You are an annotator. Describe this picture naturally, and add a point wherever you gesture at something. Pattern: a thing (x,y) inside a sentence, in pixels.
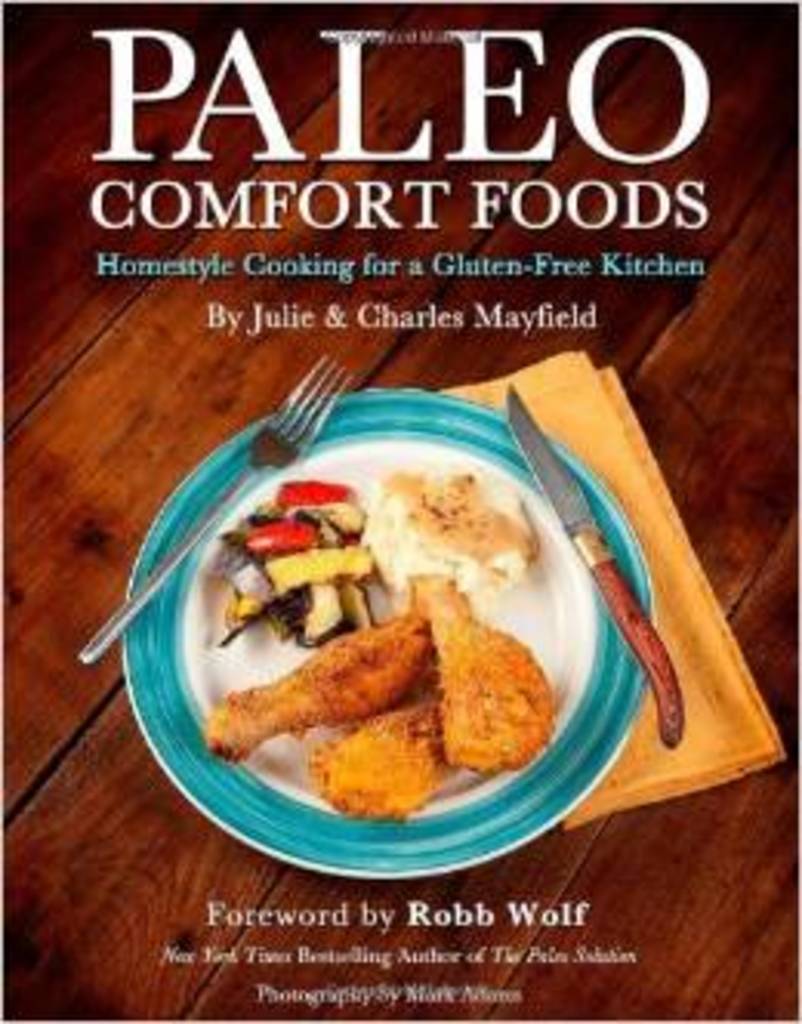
In this picture, we can see a table (674,322). On that table (674,333), we can see some text (481,110) and a plate (516,589) with some food (404,562), knife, fork (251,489), we can also see a cloth (735,657) on the table (747,854).
